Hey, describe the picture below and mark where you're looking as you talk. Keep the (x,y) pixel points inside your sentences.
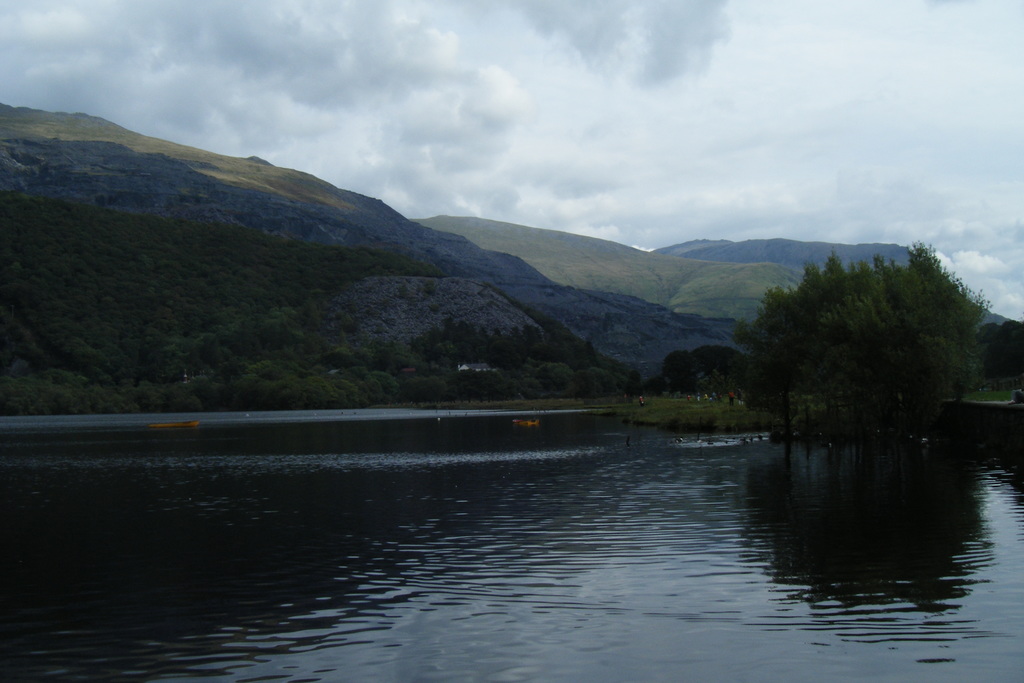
In this image there is a lake (333,432), in the background (874,323) there are trees (860,309), mountains (741,272) and a cloudy sky (788,155).
